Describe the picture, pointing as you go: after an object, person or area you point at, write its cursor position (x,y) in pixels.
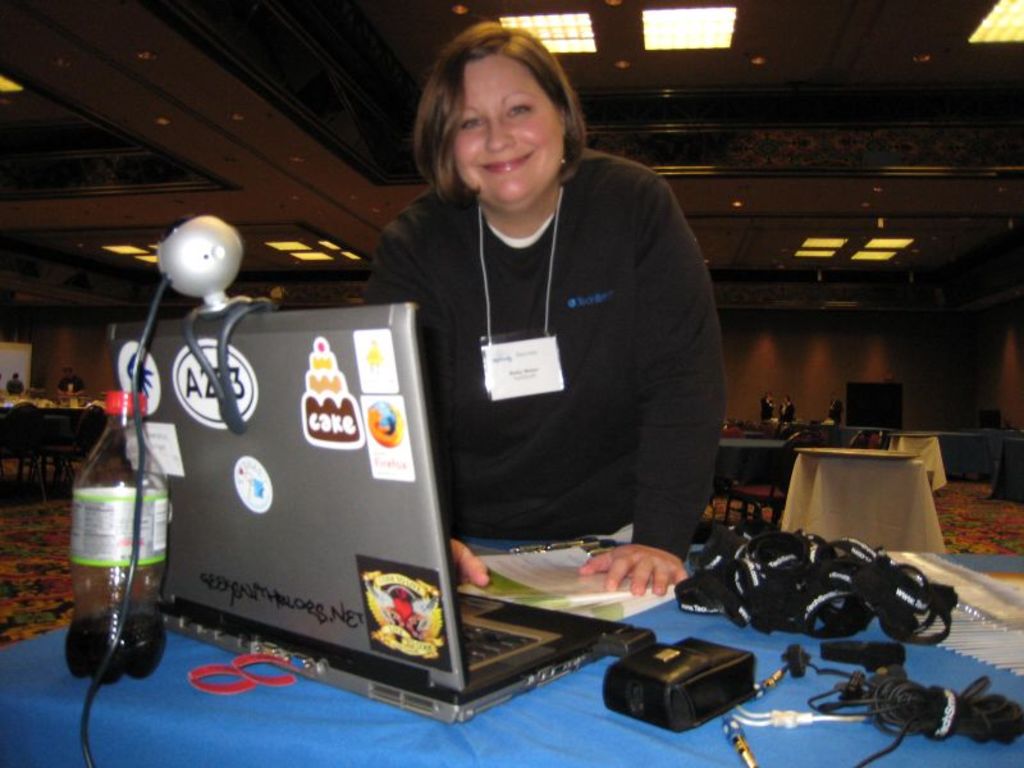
In this image there is a woman (625,486) standing in front of a table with a smile on her face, on the table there is a laptop (273,573), a bottle of coke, and cables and other stuff (552,568), behind the women (494,451) there are a few chairs (821,434) and tables (810,454) and there are few other person's (69,386) standing.
